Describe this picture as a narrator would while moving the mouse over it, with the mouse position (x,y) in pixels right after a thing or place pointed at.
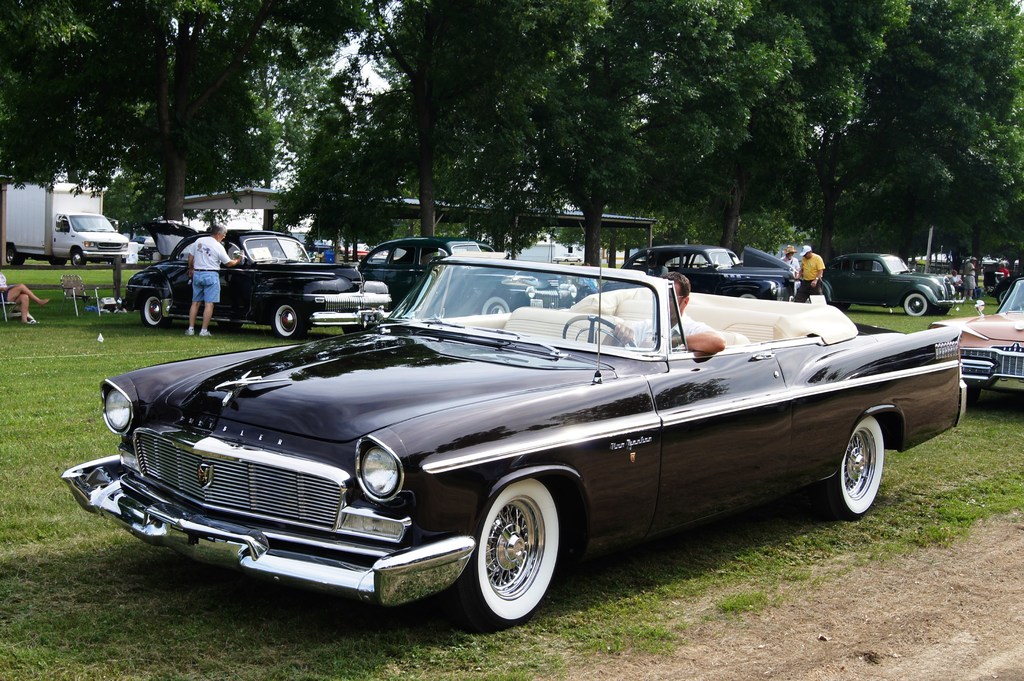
In this picture we can see a person (702,326) is sitting in a car (624,366) and some vehicles (255,258) parked on the path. Some people (798,270) are standing and a person (10,289) is sitting on a chair (4,306). Behind the people (20,303) there is a shed (441,213), trees (182,191) and the sky (365,31).
